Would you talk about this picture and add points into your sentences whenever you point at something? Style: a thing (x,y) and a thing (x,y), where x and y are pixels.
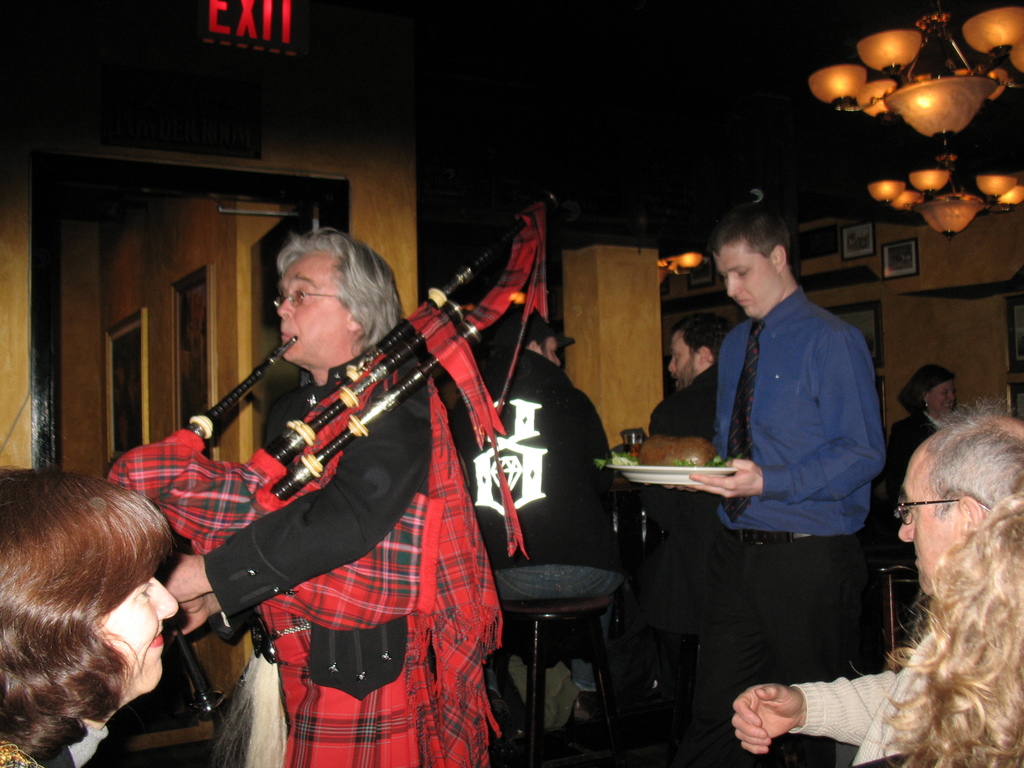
In this image we can see there is an inside view of the building (248,424). There is one person (336,521) playing musical instruments (328,403) and few persons (75,596) are sitting on the chair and one person (729,429) is holding a plate (683,472) and there is some food item (714,459). At the back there are photo frames (206,281) attached to the wall (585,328). And at the top (955,115) there is a chandelier (938,81).
